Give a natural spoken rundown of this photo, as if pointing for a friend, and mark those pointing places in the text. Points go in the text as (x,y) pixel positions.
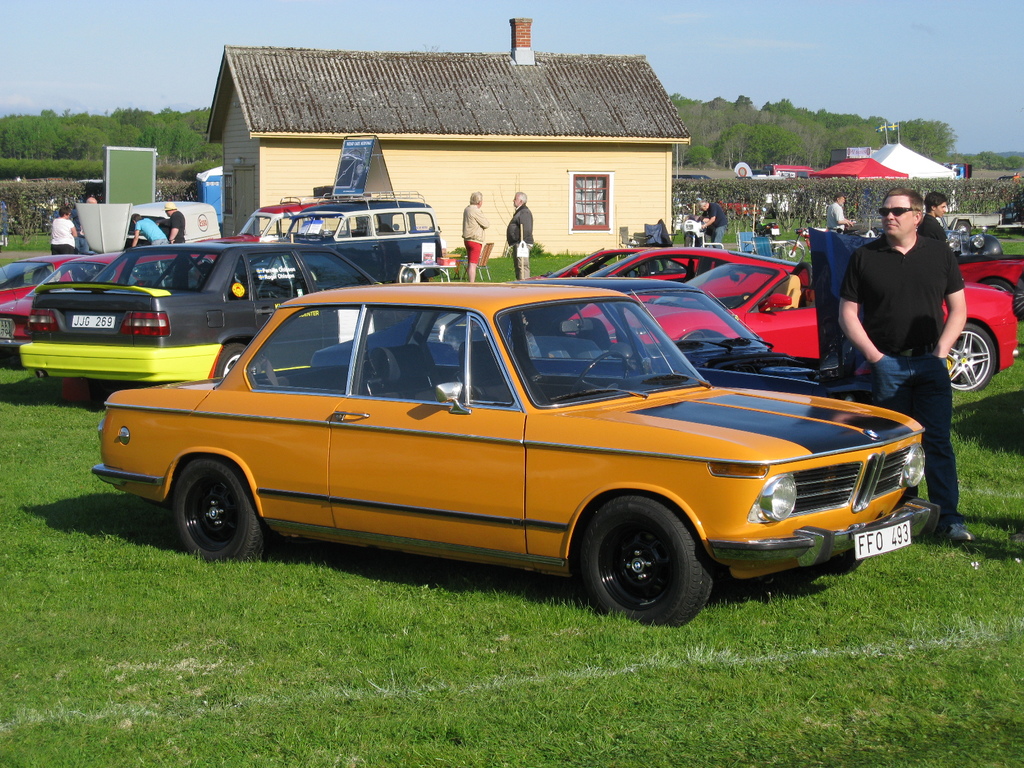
In the center of the image (506,363) we can see some vehicle (525,293) and some persons (941,294). In the background of the image (431,243) we can see house (356,125), boards (350,150), table (419,279), board (430,257), chair (488,267), tents (921,177), bushes (879,183), trees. At the bottom of the image (582,664) we can see the ground (648,730). At the top of the image (212,43) we can see the sky (212,54).
